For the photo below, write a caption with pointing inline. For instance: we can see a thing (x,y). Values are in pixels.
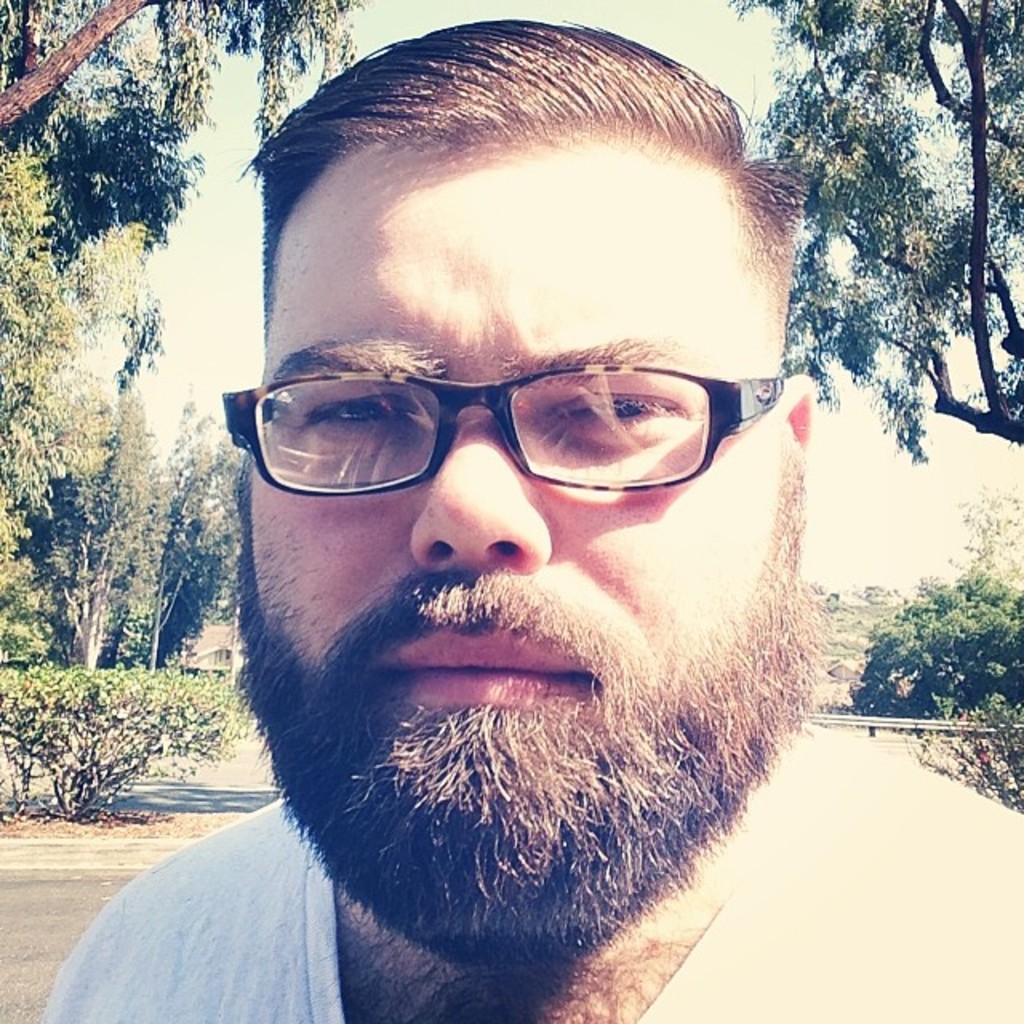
In this picture I can observe a man (511,159). He is wearing white T shirt (271,931) and spectacles (418,412). There are some plants (60,735) and trees (81,523). In the background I can observe a sky (866,527).
